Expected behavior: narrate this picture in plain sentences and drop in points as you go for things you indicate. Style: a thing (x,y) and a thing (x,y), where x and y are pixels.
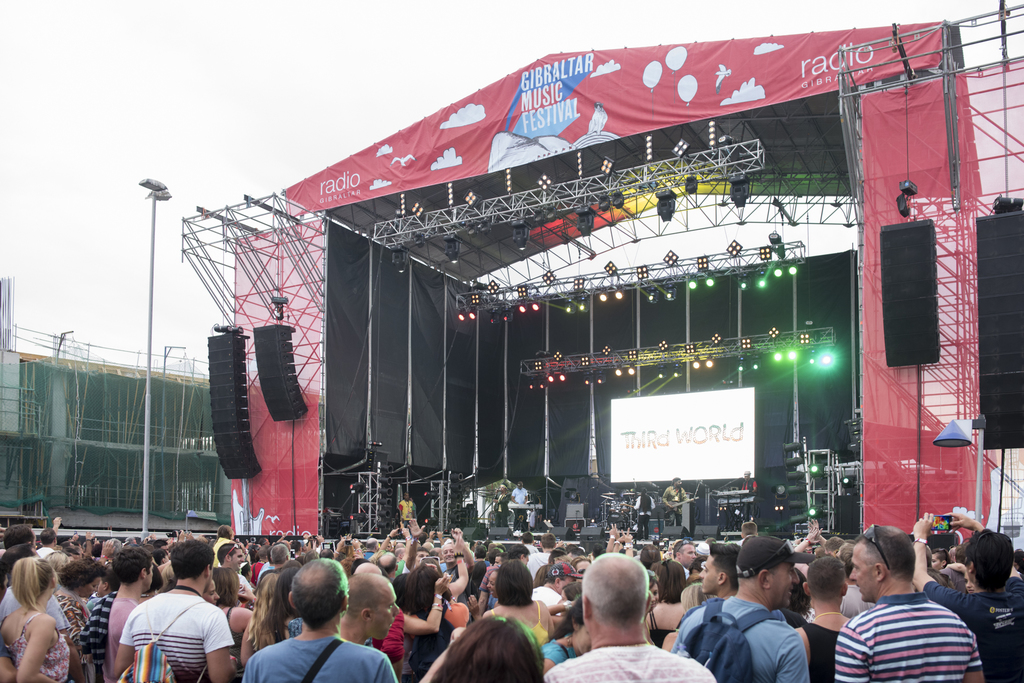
In this picture there are people (38,591) at the bottom side of the image (738,576) and there is a stage (612,407) in the center of the image (669,298) and there are spot lights (582,281), musical instruments (724,499) on the stage (551,443), there are speakers (899,303) on the right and left side of the stage (466,400), there is a semi constructed building (110,411) on the left side of the image (110,391).
